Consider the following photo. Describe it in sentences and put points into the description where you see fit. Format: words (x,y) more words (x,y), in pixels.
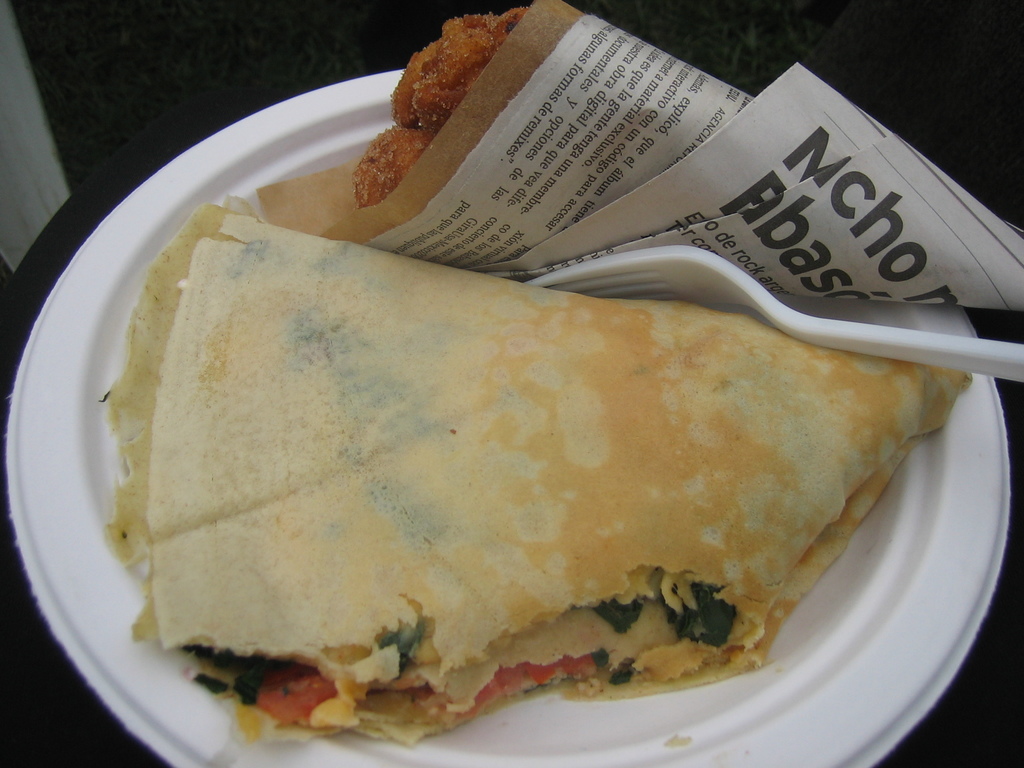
In this picture we can see food items (428,66), papers (748,214), fork (711,253) on a white plate (591,753) and in the background (198,52) it is dark.
